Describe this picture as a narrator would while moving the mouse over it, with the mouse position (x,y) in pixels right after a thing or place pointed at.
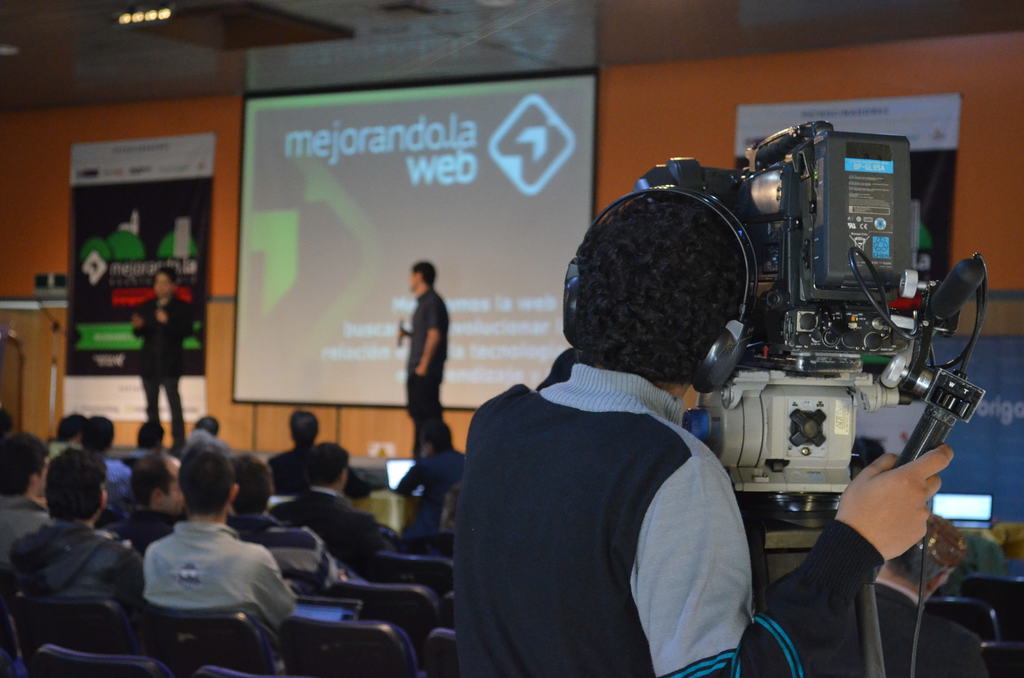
In this picture there are group of people (237,536) sitting on the chairs (319,623). At the back (154,310) there are two persons (154,413) standing on the stage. There is a text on the screen (386,181) and there is a hoarding (134,143). On the right side of the image (688,606) there is a person (603,617) standing and holding the camera (917,323). At the top (153,19) there are lights (140,21).
